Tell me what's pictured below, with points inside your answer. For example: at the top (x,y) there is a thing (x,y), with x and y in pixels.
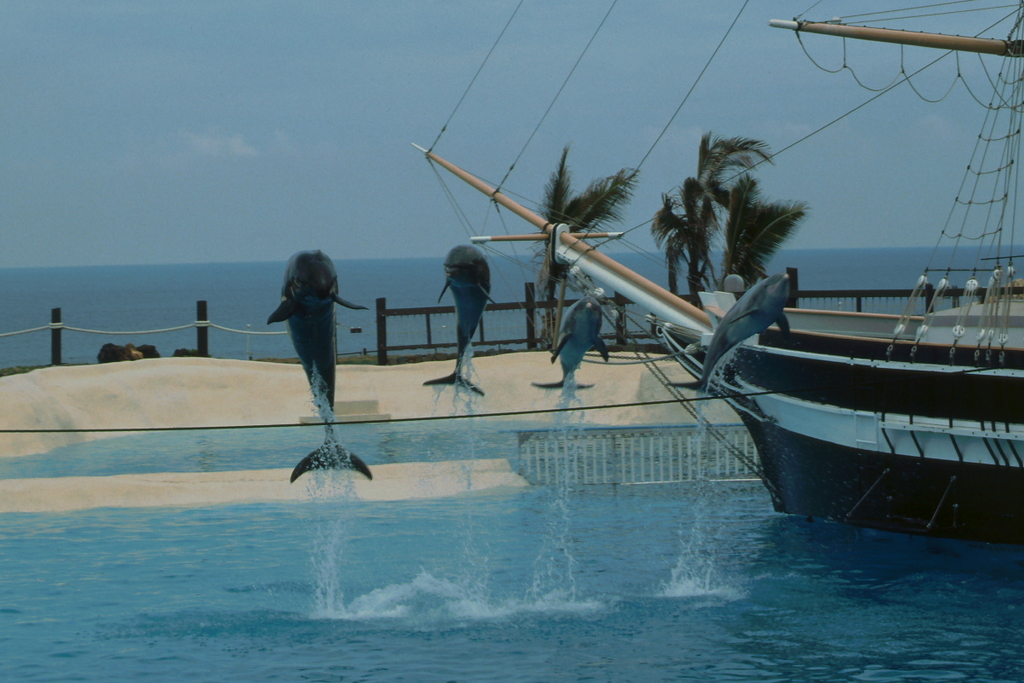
In the center of the image (345,305) there are dolphins (294,322). At the bottom (853,553) we can see water (308,609). On the right (807,498) there is a ship (919,481) on the water (779,552). In the background (295,136) there is a fence (626,313), trees (580,216) and sky (301,149).
